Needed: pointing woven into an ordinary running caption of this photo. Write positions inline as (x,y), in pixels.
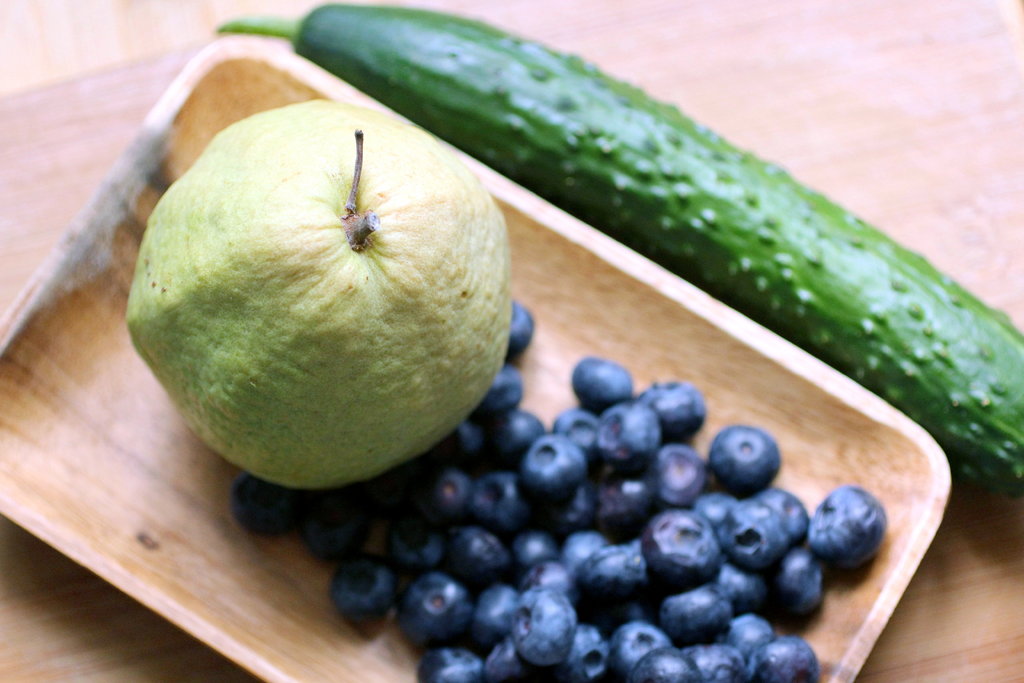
In this picture there is a wooden tray (551,370) in the center of the image (408,353), which contains a guava (231,352) and blueberries (561,501) and there is a cucumber (685,243) in the image.
